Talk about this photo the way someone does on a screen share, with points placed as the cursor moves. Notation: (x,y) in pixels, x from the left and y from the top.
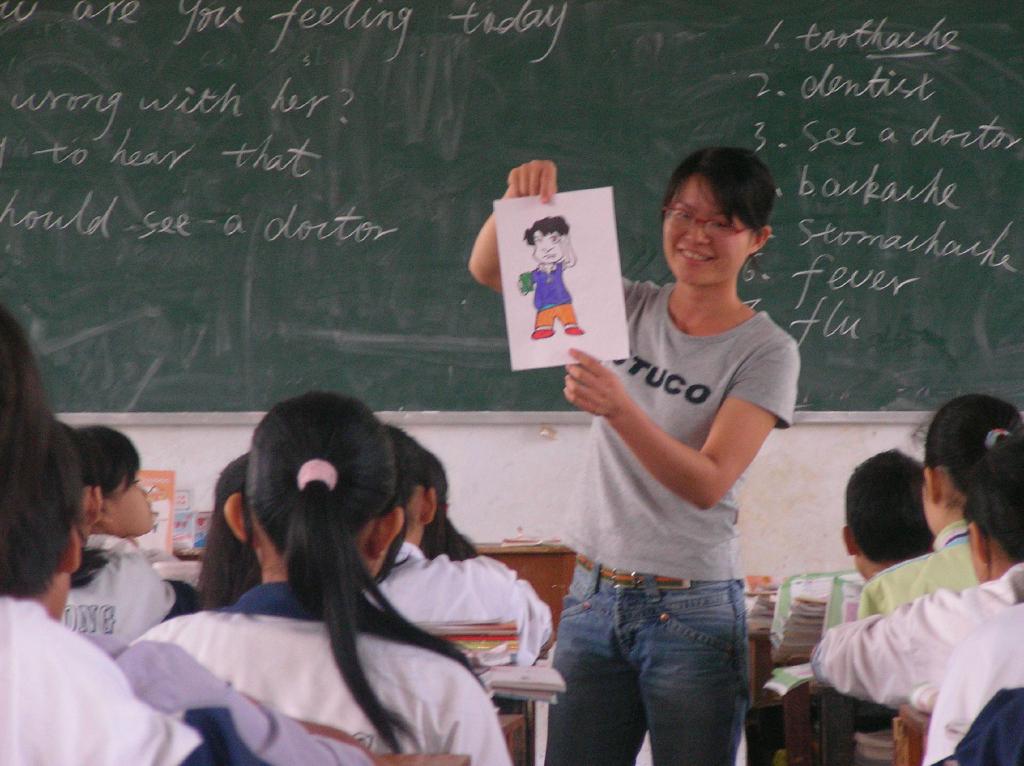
In this image we can see children (304,622) sitting on the benches (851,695). There is a lady (591,634) holding a paper (576,318) with some drawing (553,246) on it. In the background of the image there is wall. There is a board (384,71) with some text (124,110) on it.
